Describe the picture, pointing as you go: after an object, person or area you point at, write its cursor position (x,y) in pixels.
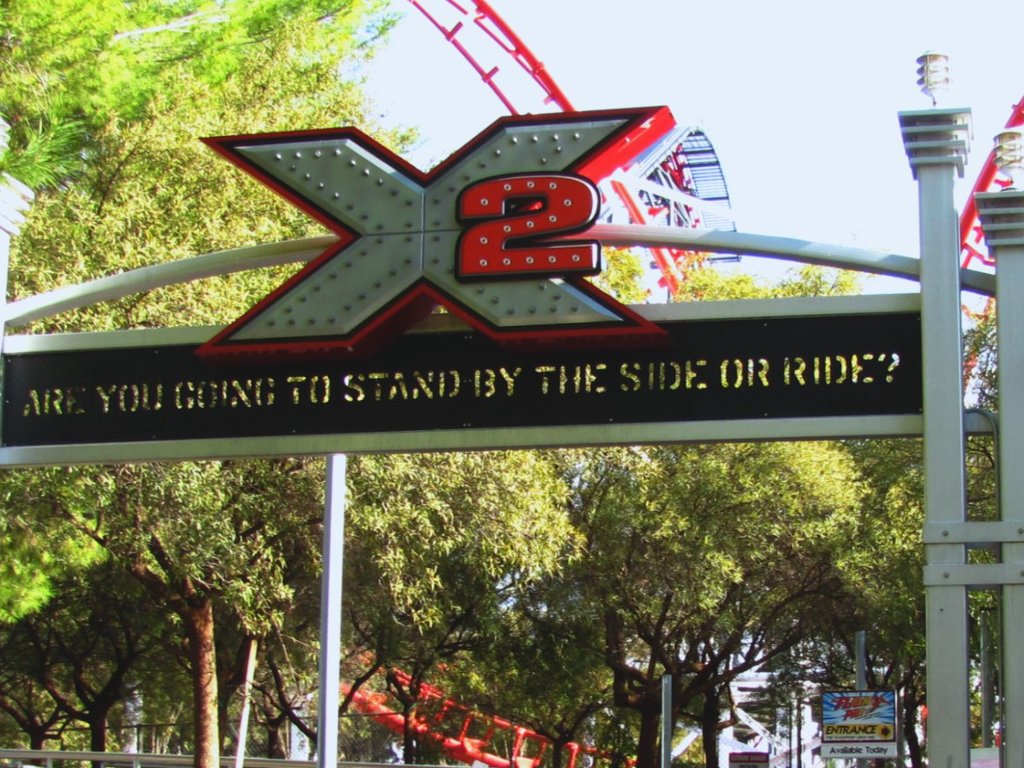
In this picture we can see a name board (533,288), poles (946,424), boards (835,733) and trees (685,689). Behind the trees (209,102), it looks like a roller coaster (530,72) and the sky (815,80).
